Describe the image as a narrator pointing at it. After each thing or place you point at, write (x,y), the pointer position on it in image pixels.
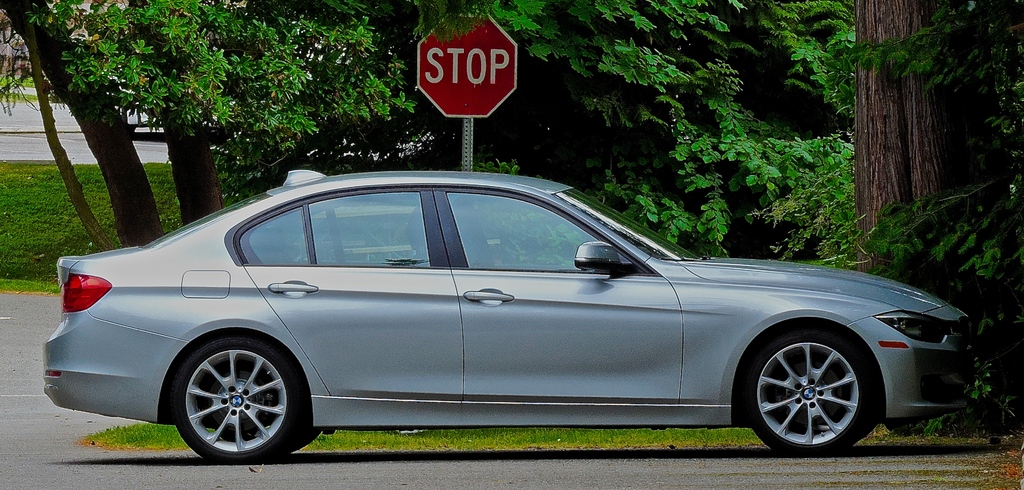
In this picture we can see a car (568,363) in the front (580,304), there are some trees (782,120), grass (170,187) and a stop board (479,60) in the background (493,78).
